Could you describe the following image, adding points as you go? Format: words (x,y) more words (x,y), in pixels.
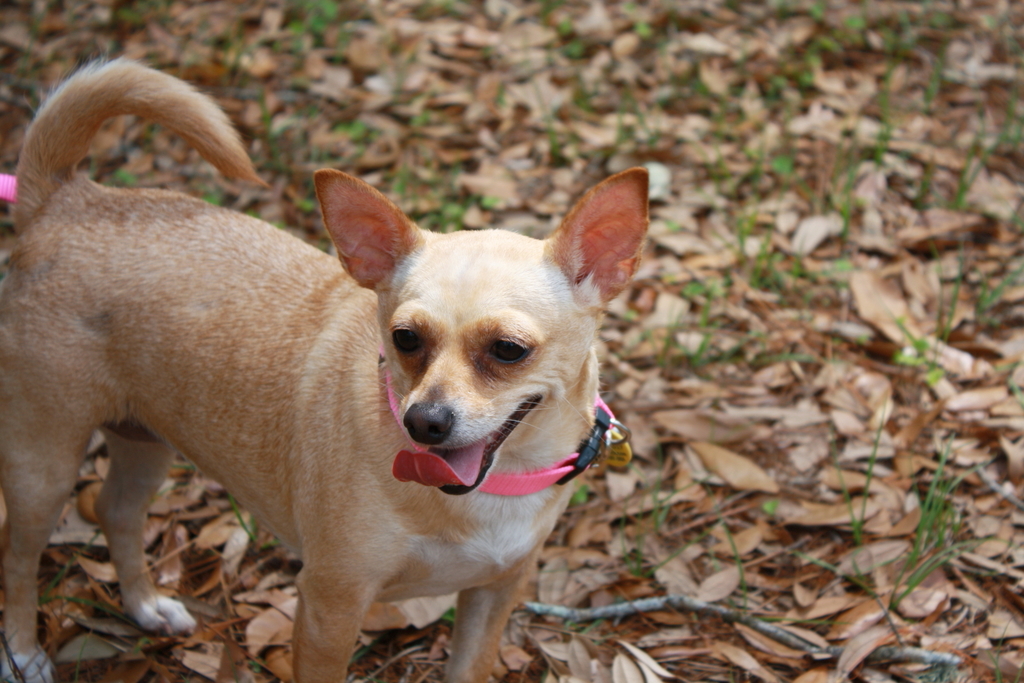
This image is taken outdoors. At the bottom of the image (702,625) there is a ground (775,609) with grass (919,546) and many dry leaves (721,583) on it. On the left side of the image (185,288) there is a dog (474,561) on the ground (259,628). On the right side of the image (870,657) there is a stick (795,642) on the ground (802,619).
